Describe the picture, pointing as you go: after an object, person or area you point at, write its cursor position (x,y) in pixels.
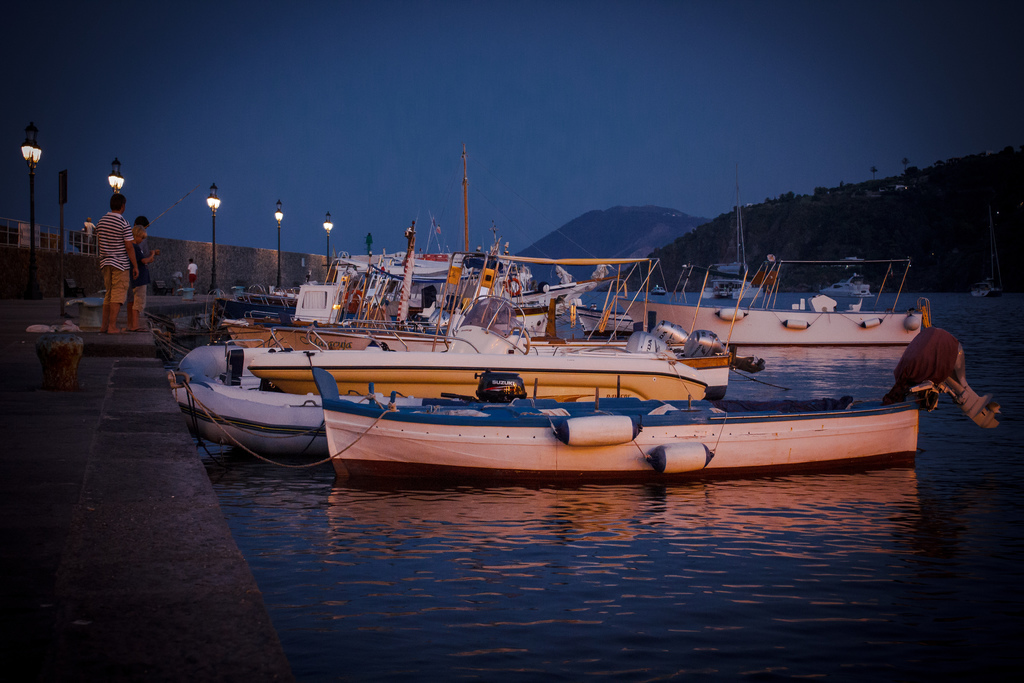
In the center of the image (390,367) there are boats (535,349). At the bottom (495,496) there is river (496,613). On the left (141,293) there are people (131,311) standing and there are poles (62,294). In the background (423,242) there are hills (676,235) and sky (714,206).
